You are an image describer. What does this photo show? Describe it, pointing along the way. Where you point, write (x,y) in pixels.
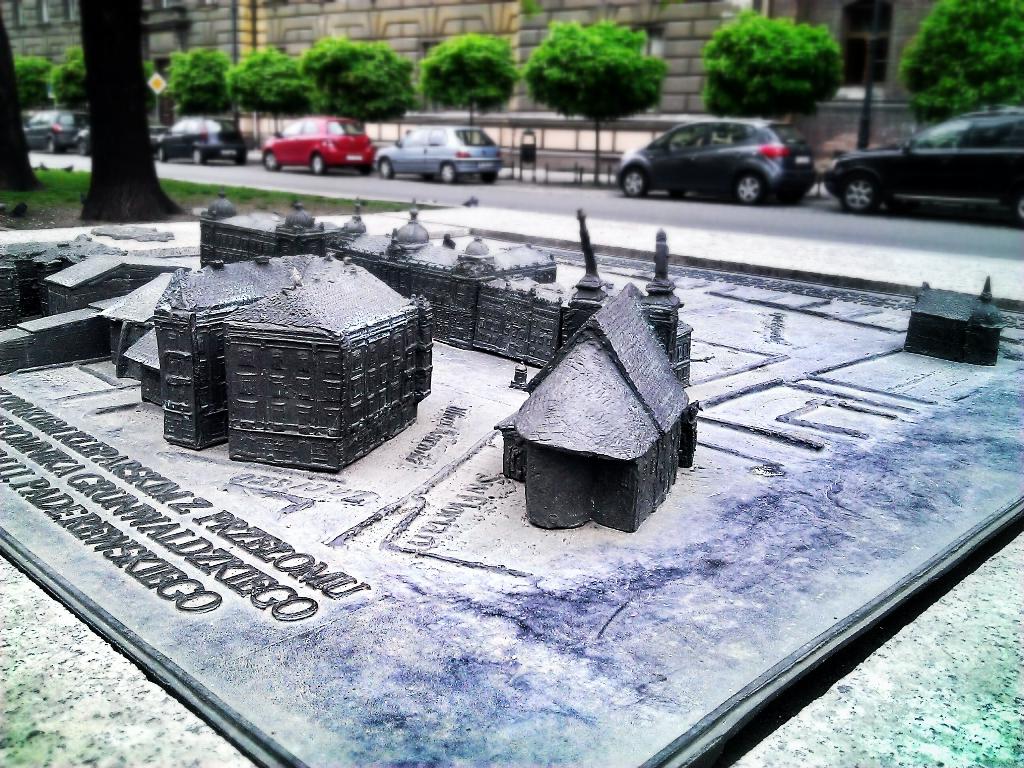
In this image I can see there is a road (688,205) and cars (391,152). And beside the road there is a fence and trees (479,83). And at the back (371,38) there is a building (248,20) and a grass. And at the left side (235,404) there is a toy building (384,417) on the ground (198,229).
